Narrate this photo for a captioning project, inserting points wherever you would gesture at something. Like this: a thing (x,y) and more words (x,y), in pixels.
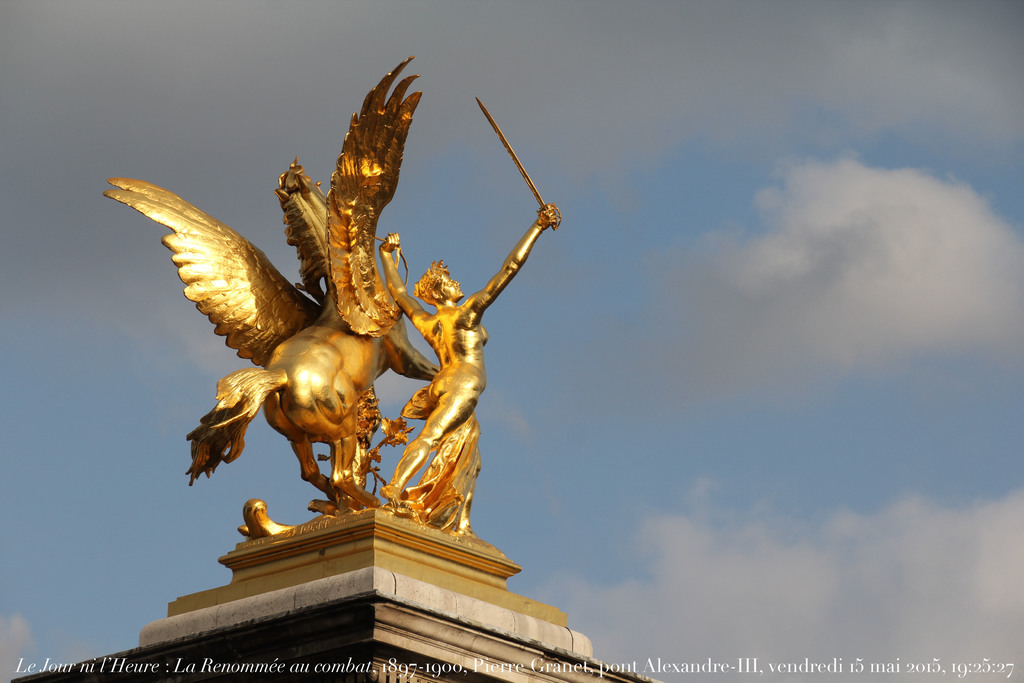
In this picture we can see a statue (330,408) on a platform (465,539) and we can see sky (634,534) in the background (586,564), at the bottom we can see some text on it.
